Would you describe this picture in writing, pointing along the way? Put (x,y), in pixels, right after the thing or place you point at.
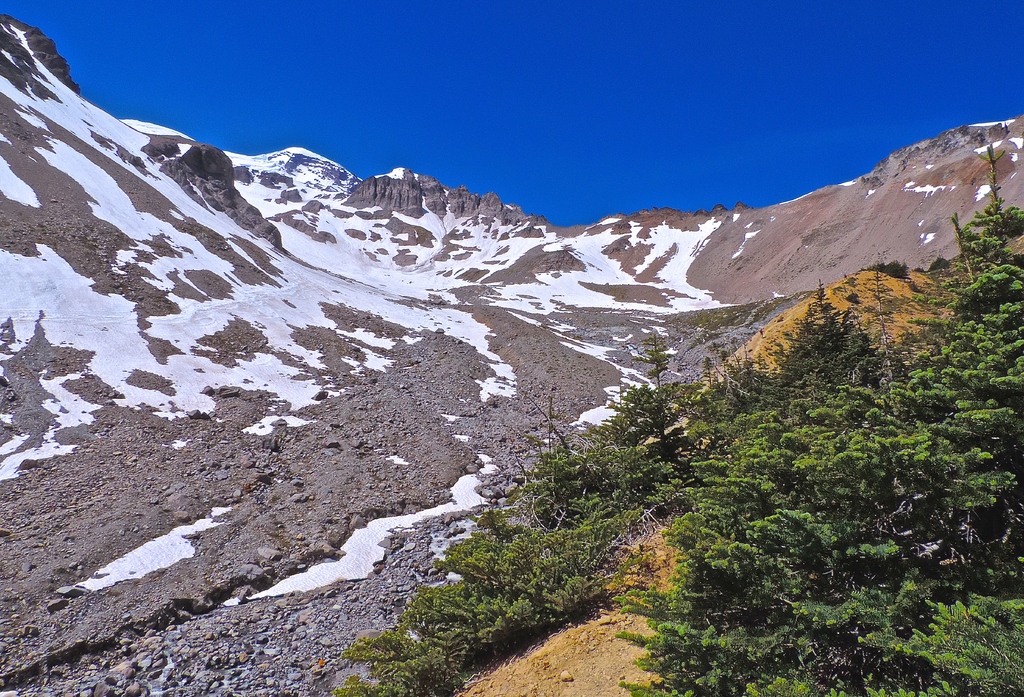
In this image I can see few mountains (195,226), snow (620,274) and few trees (767,452) and the sky (719,141) is in blue color.
